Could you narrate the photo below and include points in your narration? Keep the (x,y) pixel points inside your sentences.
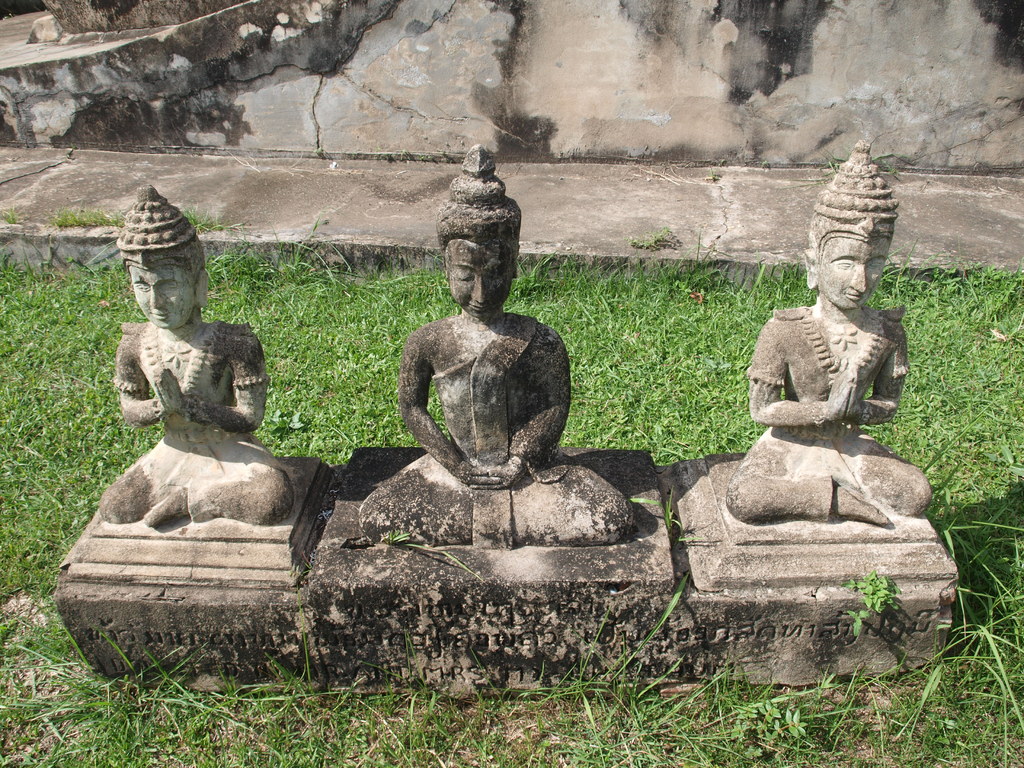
Here we can see three statues (813,456). Around these statues (157,390) there is a grass (37,412).
